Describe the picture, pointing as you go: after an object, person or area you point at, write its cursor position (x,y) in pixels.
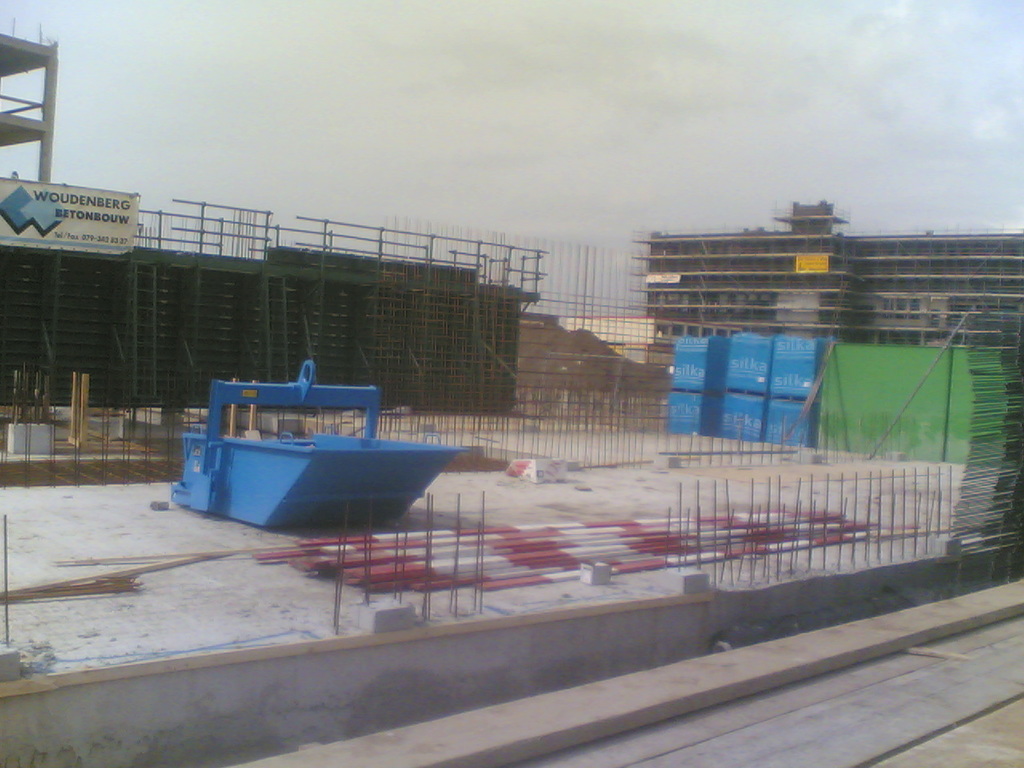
In this picture we can see a blue object (347,469) and iron rods (296,550). Behind the iron rods (417,351) there are containers (696,363), buildings (900,336) and a sky (440,122).
